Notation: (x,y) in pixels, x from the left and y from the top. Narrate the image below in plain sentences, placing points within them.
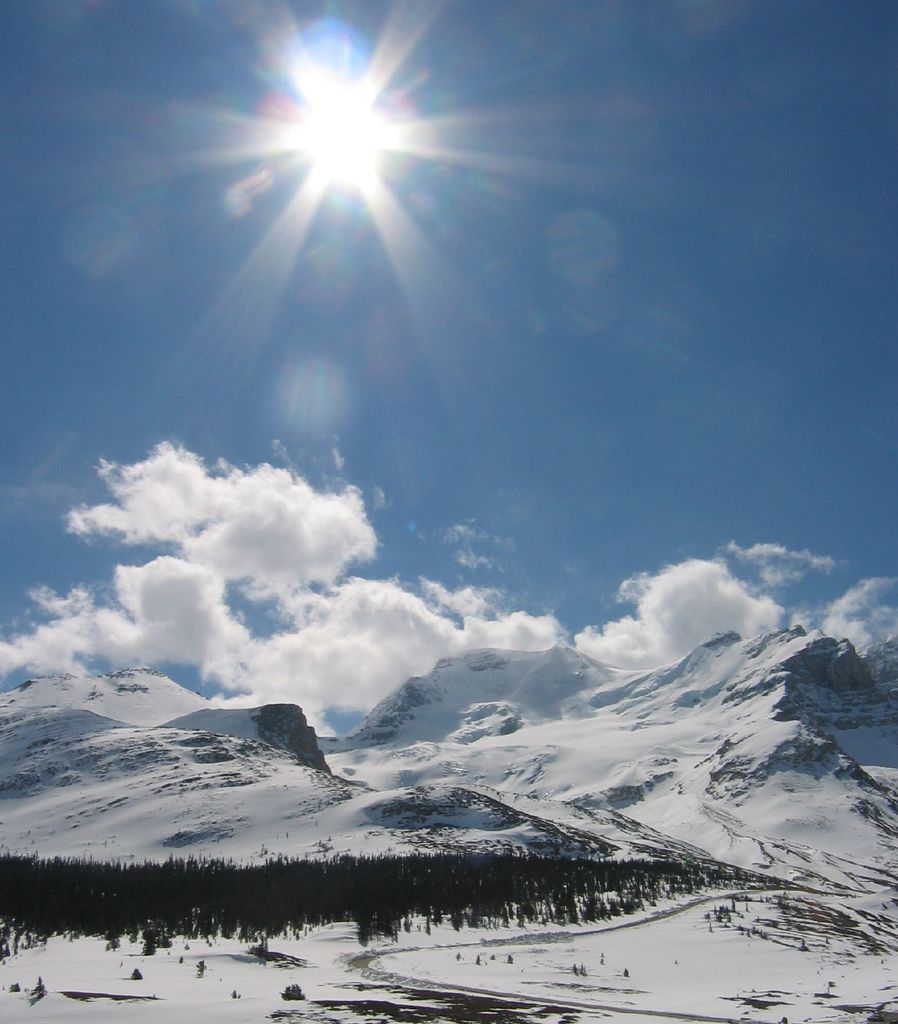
In this image we can see mountains (462,771), trees (407,877), clouds (382,601), sky (457,472) and sun (345,121).
